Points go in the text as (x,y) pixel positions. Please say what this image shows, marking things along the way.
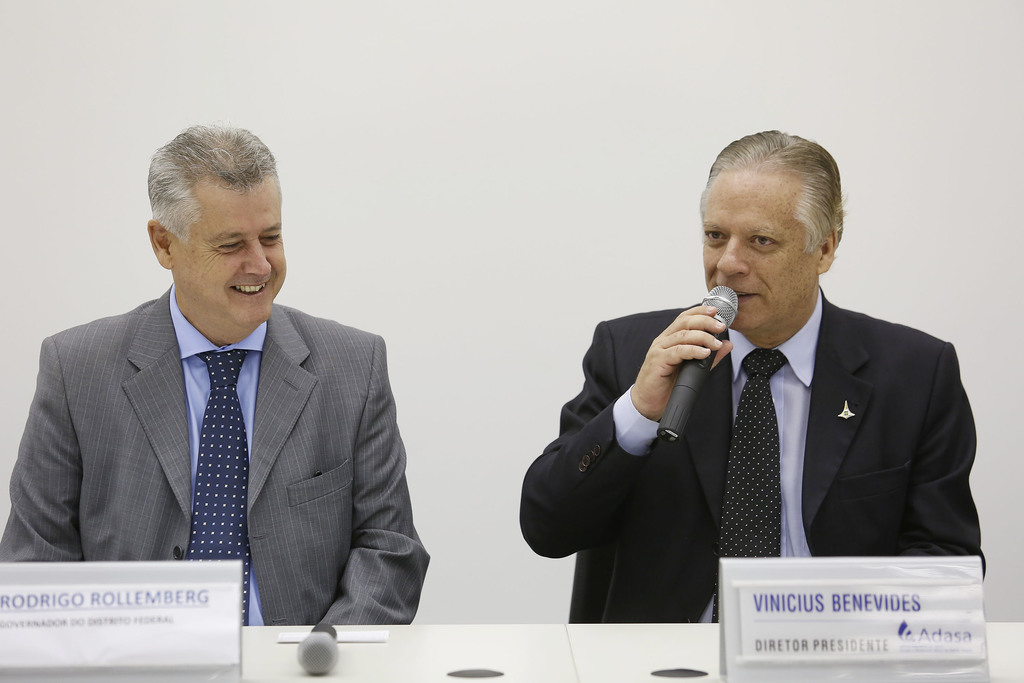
There are two men (370,433) present in the middle of this image (624,430). We can see the right person (672,371) is holding a Mike (683,407). There are text boards (806,628) and a Mike (333,655) present on the surface (585,652) which is at the bottom of this image (420,650). We can see a wall (491,181) in the background (529,162).
